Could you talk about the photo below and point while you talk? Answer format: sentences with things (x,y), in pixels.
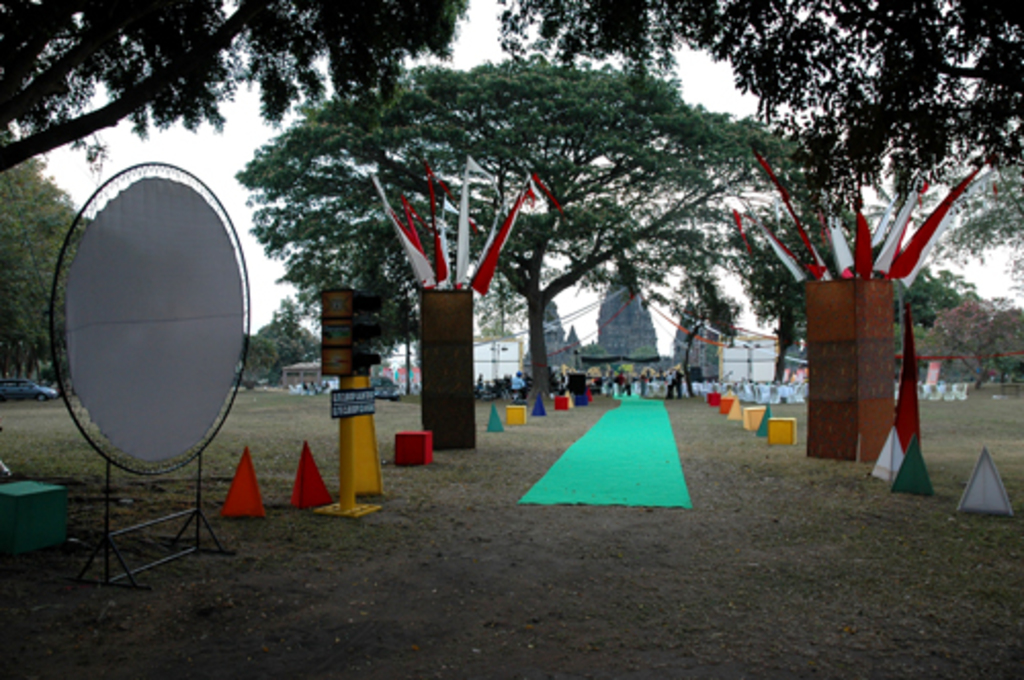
In this image I see the ground (327,447) and I see decoration (908,467) over here and I see number of trees (657,229) and I see a car (56,395) over here. In the background (1012,297) I see the sky (1005,270) and I see clothes (925,186) over here and I see the green color carpet (601,436) over here and I see few people (554,389).
